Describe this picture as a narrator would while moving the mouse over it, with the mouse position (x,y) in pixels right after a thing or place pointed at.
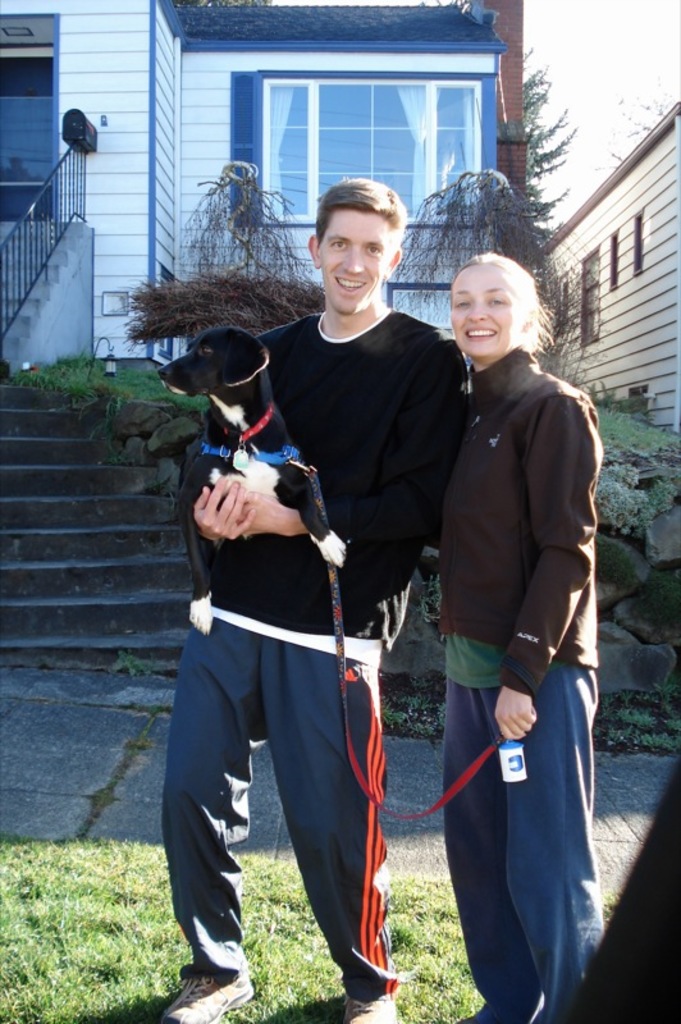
In this image there is a couple (307,557) standing on the grass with a smile on their face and the person (339,451) is holding a pet (277,444) in his hand (216,505), behind them there are stairs (88,441) to a house (177,259), there is a glass window (340,163) on the house (363,168), beside the house (508,176) there is another house (560,264).
